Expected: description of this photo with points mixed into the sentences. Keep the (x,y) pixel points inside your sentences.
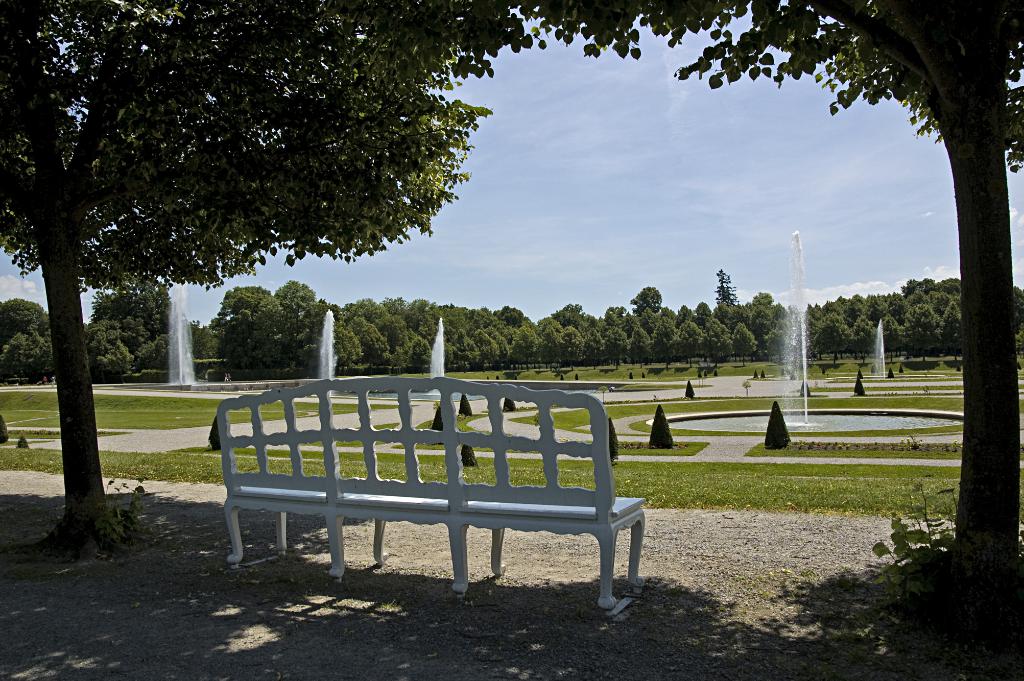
In this image there is a bench (425,499) on the ground (323,556). On the either sides of the bench (249,486) there are trees (914,85). In front of the bench (505,463) there's grass (619,478) on the ground (519,465). There are fountains (331,344) and plants (779,424) on the ground (707,430). In the background (526,318) there are trees (717,313). At the top (672,178) there is the sky (697,180).
